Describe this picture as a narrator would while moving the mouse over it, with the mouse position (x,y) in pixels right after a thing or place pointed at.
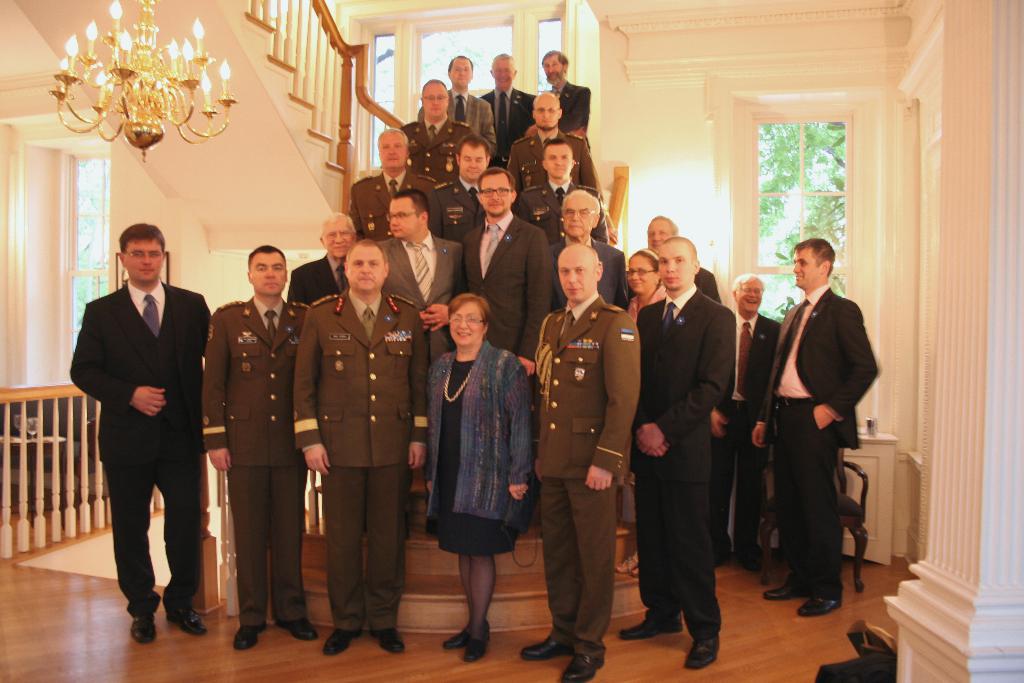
In this picture we can see a group of people (610,328) standing on the floor (195,646) and steps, chandelier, chair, windows (840,233), fence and from windows (769,311) we can see trees (772,202).
